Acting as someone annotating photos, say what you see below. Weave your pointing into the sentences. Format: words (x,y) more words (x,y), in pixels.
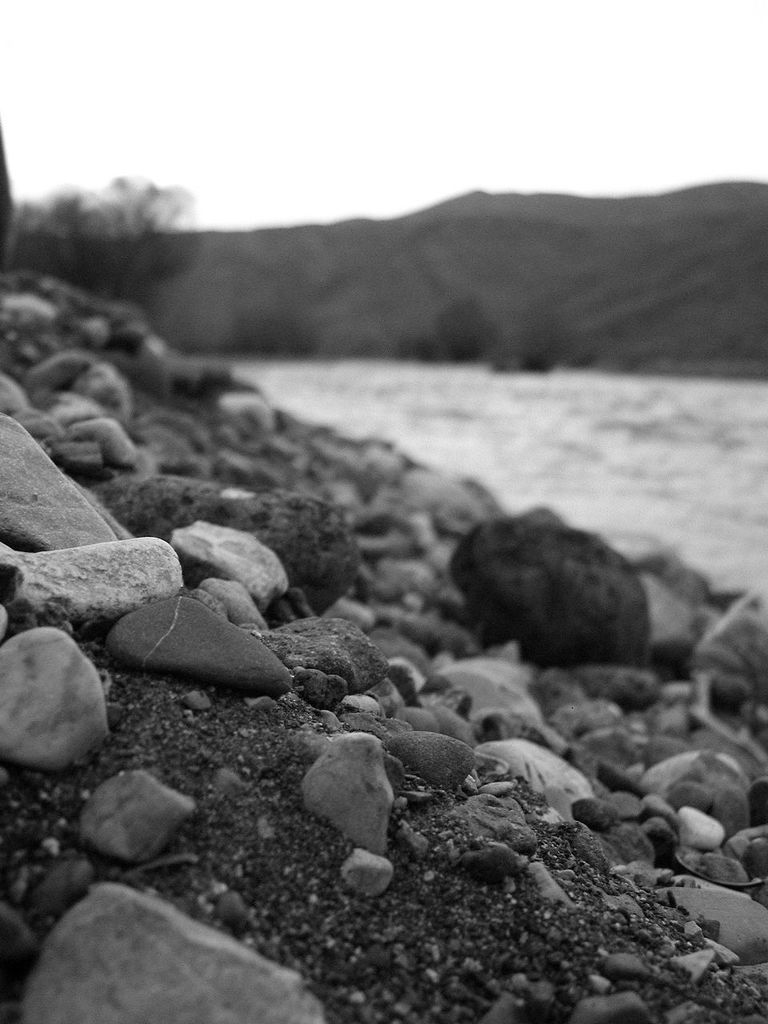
This looks like a black and white image. These are the rocks (176,539). I can see the hill (428,220). I think this is a tree (131,237).
